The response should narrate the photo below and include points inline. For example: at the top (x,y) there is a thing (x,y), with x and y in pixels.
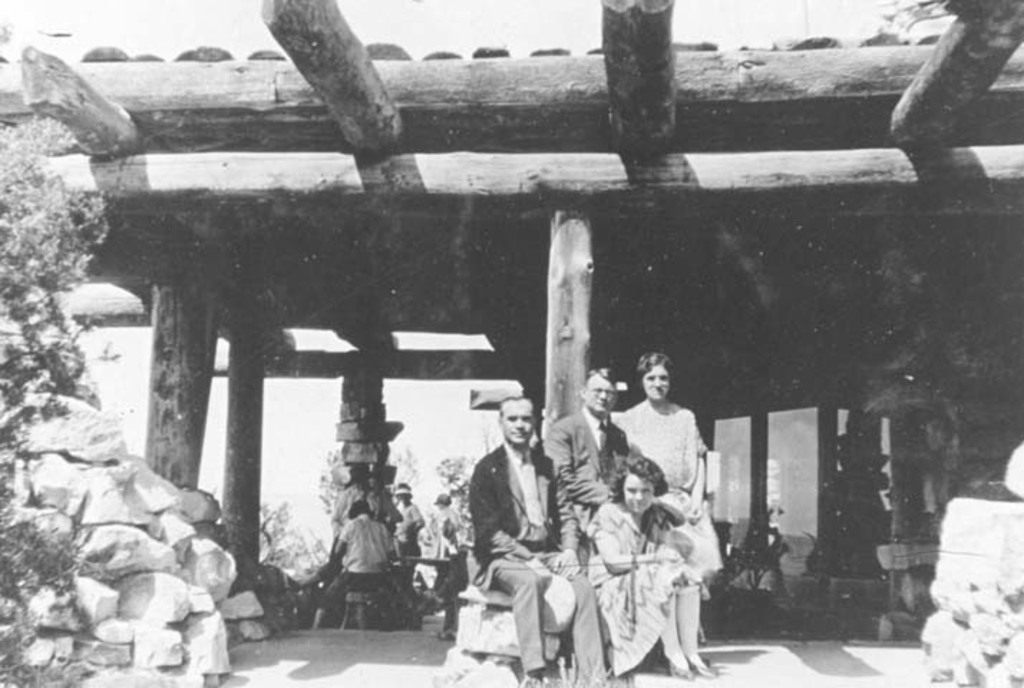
In the image we can see there are people (608,496) sitting on the rock (463,613) and behind there are other people (372,525) sitting on stools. There is a wooden building (496,160) and the image is in black and white colour.
